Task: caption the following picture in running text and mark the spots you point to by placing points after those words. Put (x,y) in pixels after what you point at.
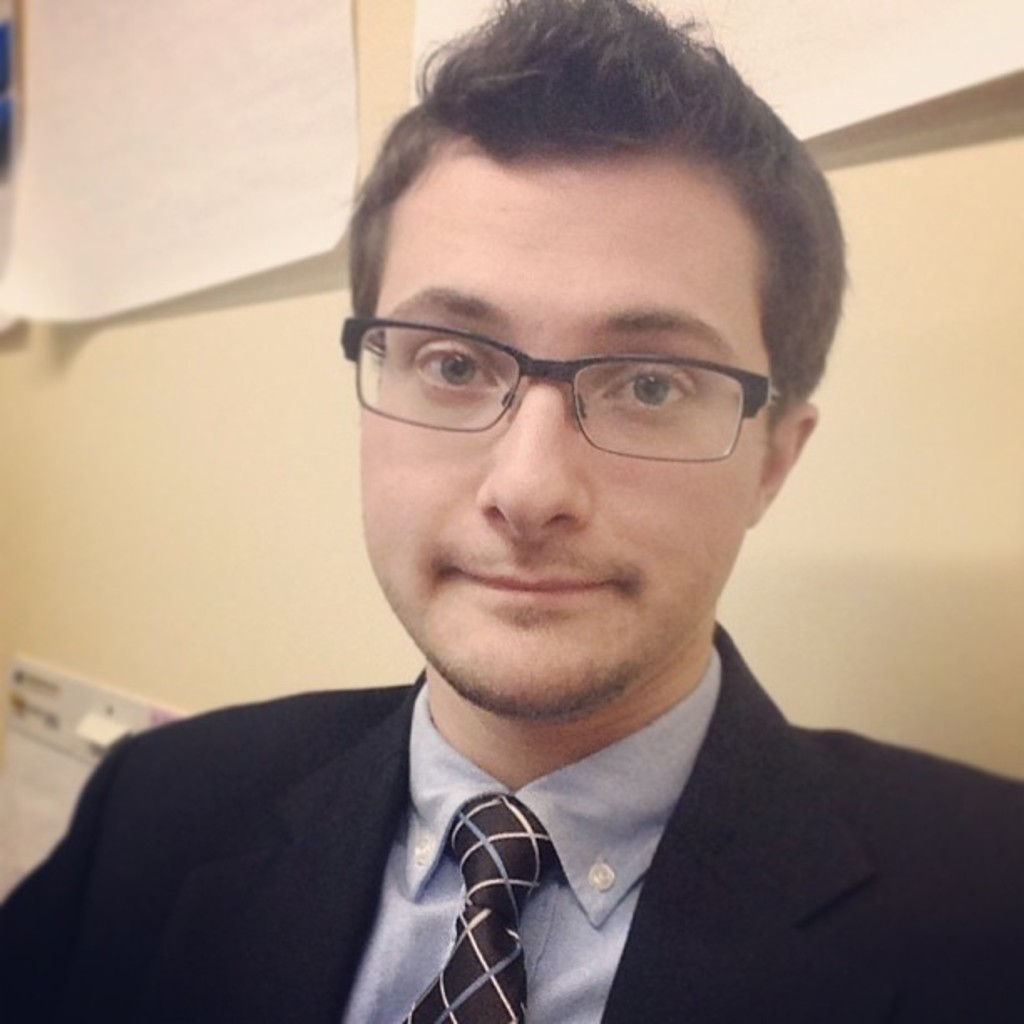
In the image in the center (580,665) we can see one person (389,719). In the background (203,402) there is a wall (134,373), switch board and papers (287,167).
